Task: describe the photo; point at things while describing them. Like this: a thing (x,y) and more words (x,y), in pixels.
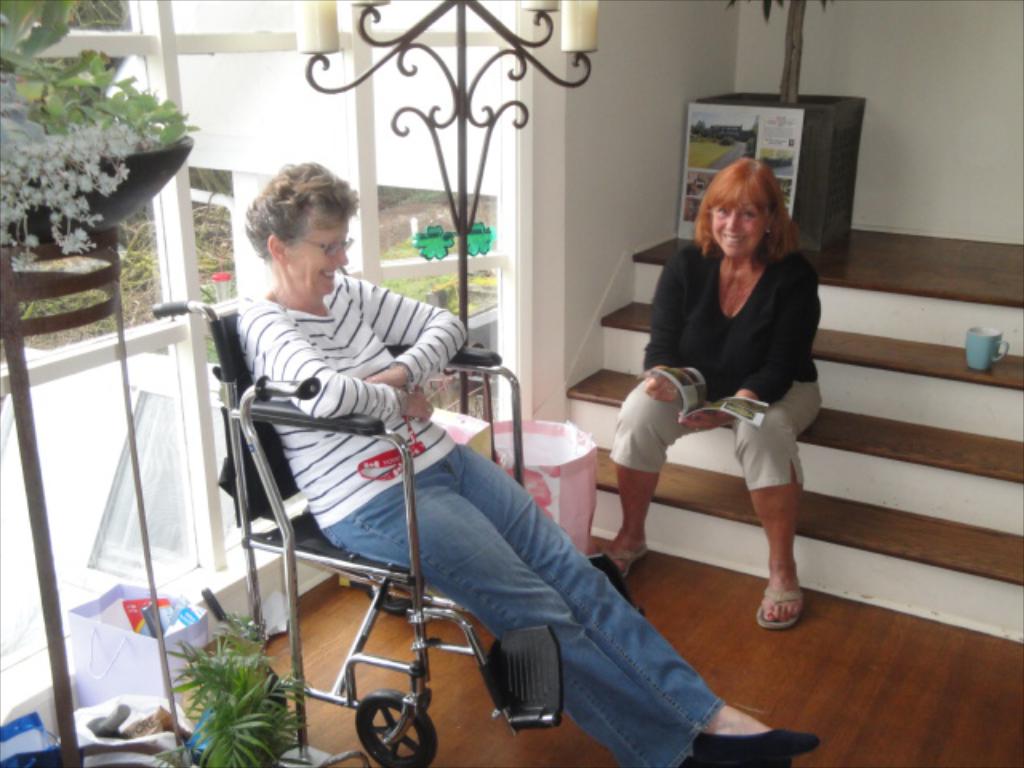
This is an image inside the home. There are two women (677,305), both are smiling. In the center of the image (420,382) a woman (404,337) is seated in the wheelchair (487,670) wearing a white and black t-shirt (378,346). On the right side (750,338) a woman (755,304) in black top (764,277) is sitting on staircase (869,346). There is a cup (980,342) and a plant (830,139) on the staircase (929,350). On the left (237,708) there are two plants (242,696) and covers (168,596), behind them there is a window (255,128). In the background of the left side (148,261) there is a lawn (143,283).
